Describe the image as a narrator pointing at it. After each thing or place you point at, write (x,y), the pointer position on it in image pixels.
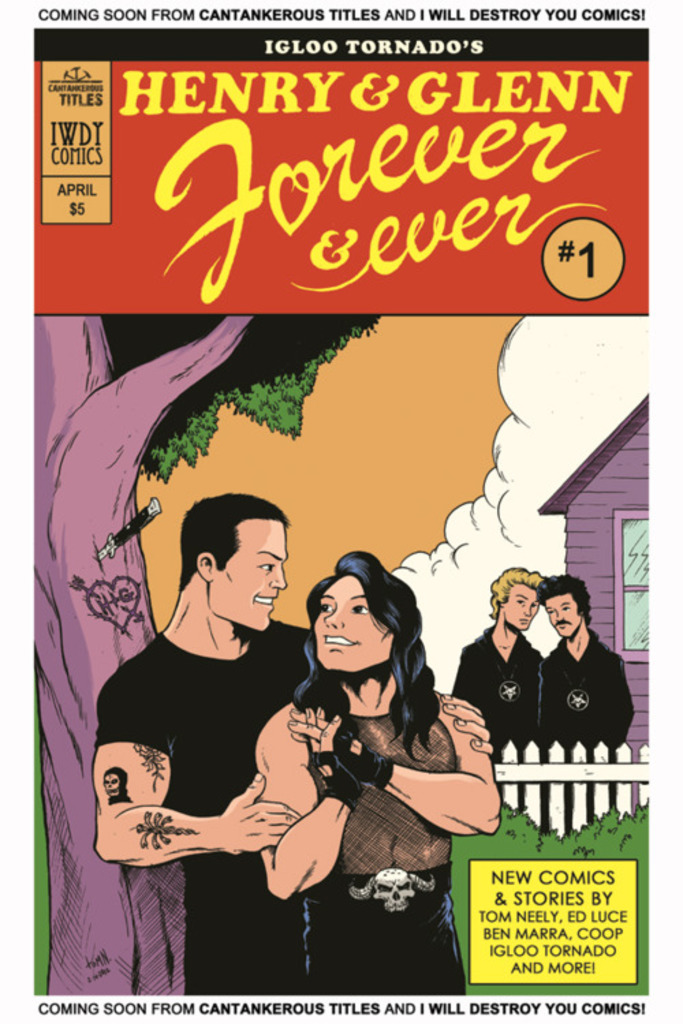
This is the poster of a cartoon where we can see one woman (322,772) and man (260,777) is standing in a black dress (323,896). Behind tree (113,453) is there. Right side of the image (566,621) two persons (570,672) are standing and one house (582,509) is present. Top of the image (318,101) some text (481,149) is written.
